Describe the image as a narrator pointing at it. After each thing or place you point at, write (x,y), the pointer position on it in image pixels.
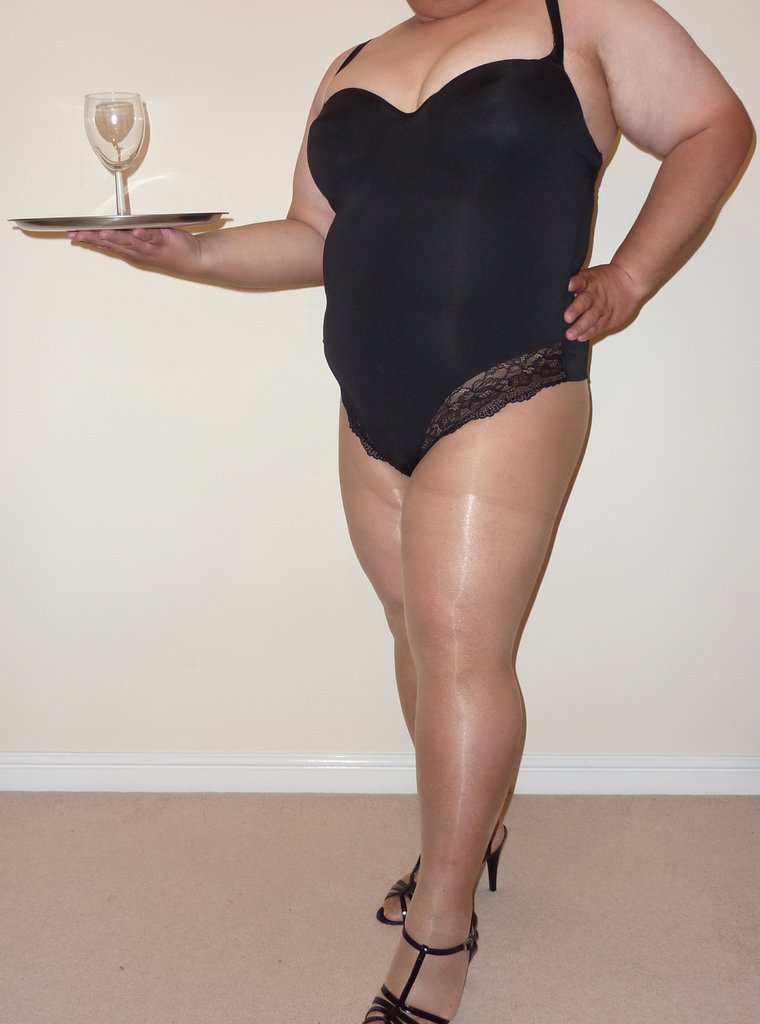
In this image we can see a woman (445,129). She is holding a plate (93,223) and a glass (115,176) in her hand (133,241). In the background (129,466), we can see the wall (657,462). At the bottom of the image (179,984), we can see the carpet (163,988) on the floor (489,964).
